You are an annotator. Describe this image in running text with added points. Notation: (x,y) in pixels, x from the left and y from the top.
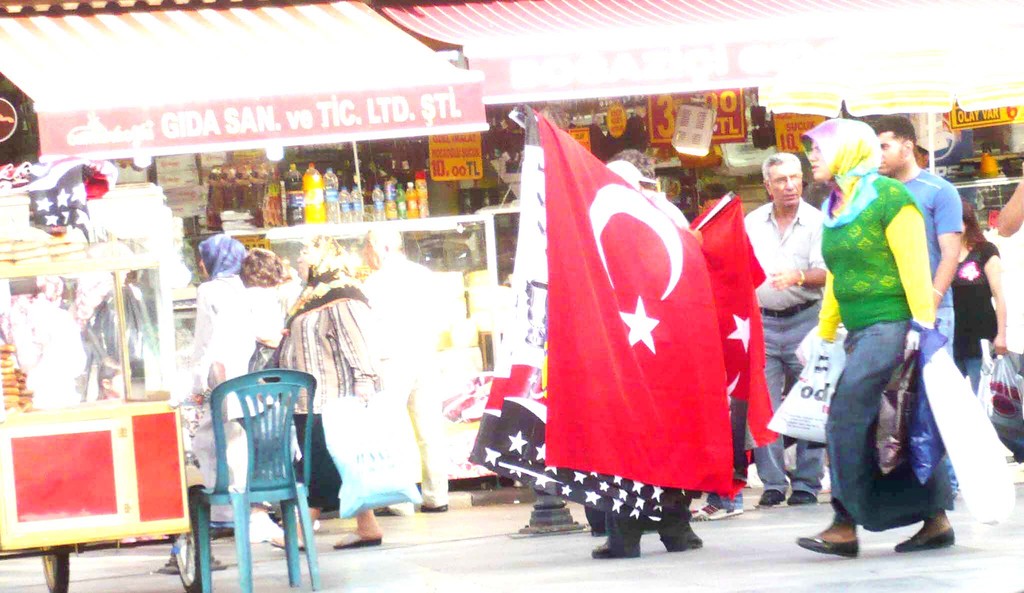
This picture describes about group of people (772,379) are walking on the road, and few (805,284) are standing, in the right side of the given image a woman (876,413) is holding a bag (908,447) in her hand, in the background (279,206) we can see couple of bottles (387,216) and tents (391,67).
